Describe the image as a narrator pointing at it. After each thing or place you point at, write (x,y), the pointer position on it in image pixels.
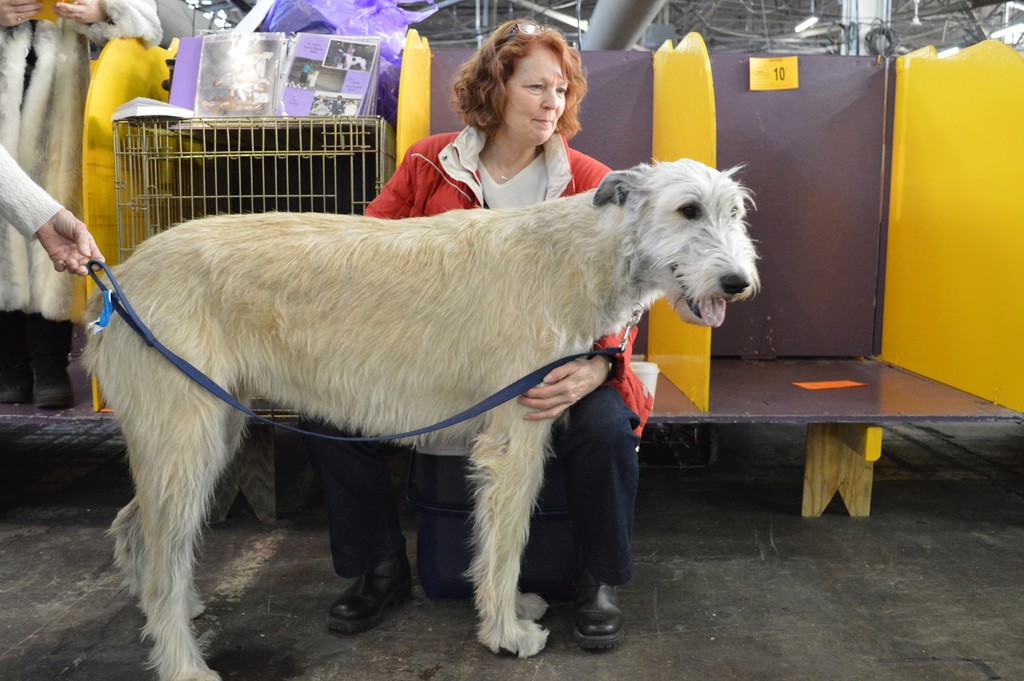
In the center of the image (476,323) there is a dog (506,303) and behind the dog (555,268) there is a woman (560,183) sitting on the bench (741,386). In the background (188,64) we can see some books (290,82) on the rack (233,117). There is also some person (64,90). At the bottom (769,611) there is floor (817,633).
